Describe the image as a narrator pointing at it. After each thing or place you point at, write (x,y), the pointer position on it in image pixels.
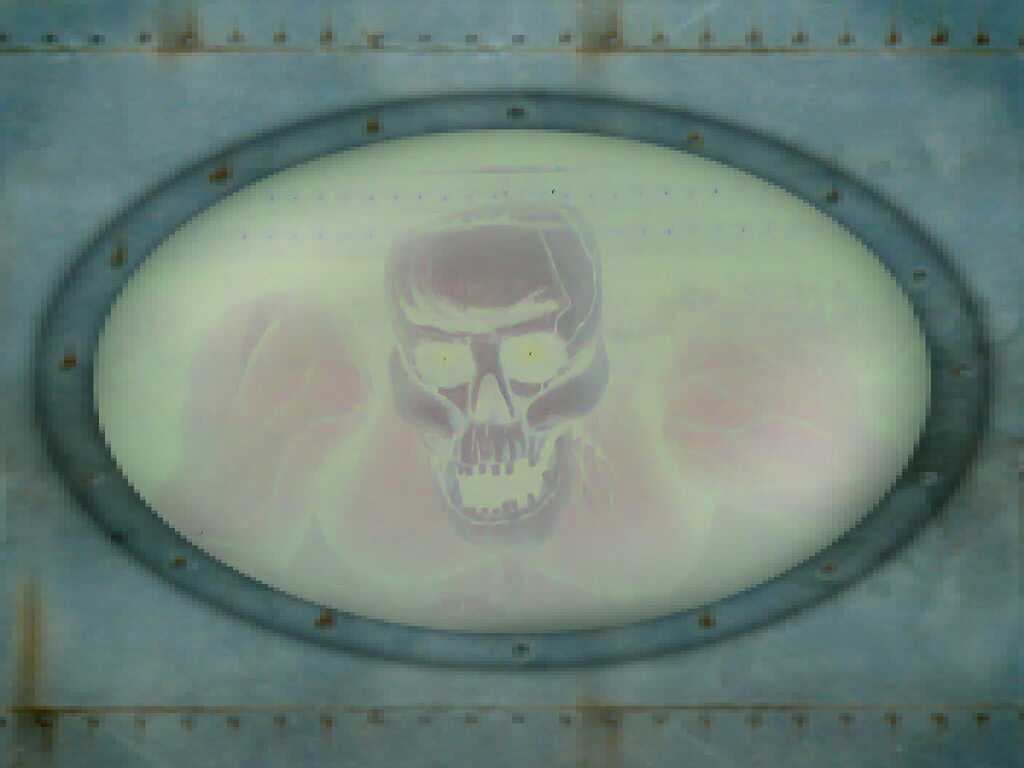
This might be an edited image, in this image in the center (511,365) there is a skull (473,374).
